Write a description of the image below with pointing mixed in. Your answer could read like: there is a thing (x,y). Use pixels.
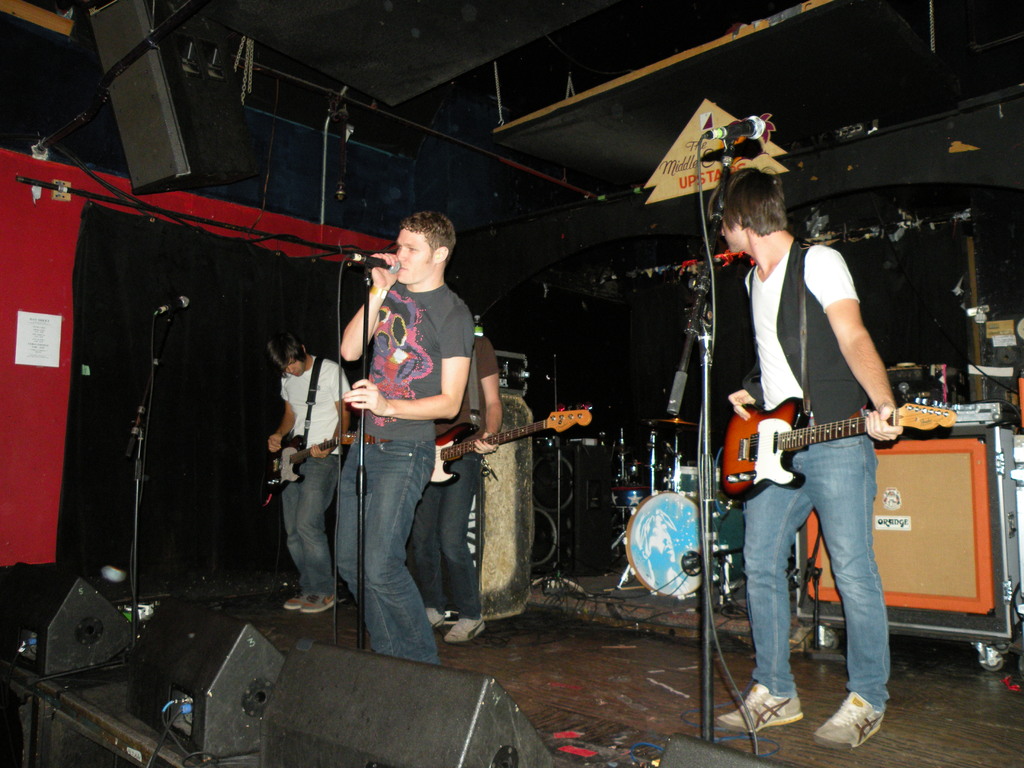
4 people (476,386) are on the stage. 3 people (488,409) at the back (492,363) are playing guitar (456,455). the person (419,452) at the front (368,342) is singing in the microphone (386,269). at the back (679,466) there are drums (675,491).
